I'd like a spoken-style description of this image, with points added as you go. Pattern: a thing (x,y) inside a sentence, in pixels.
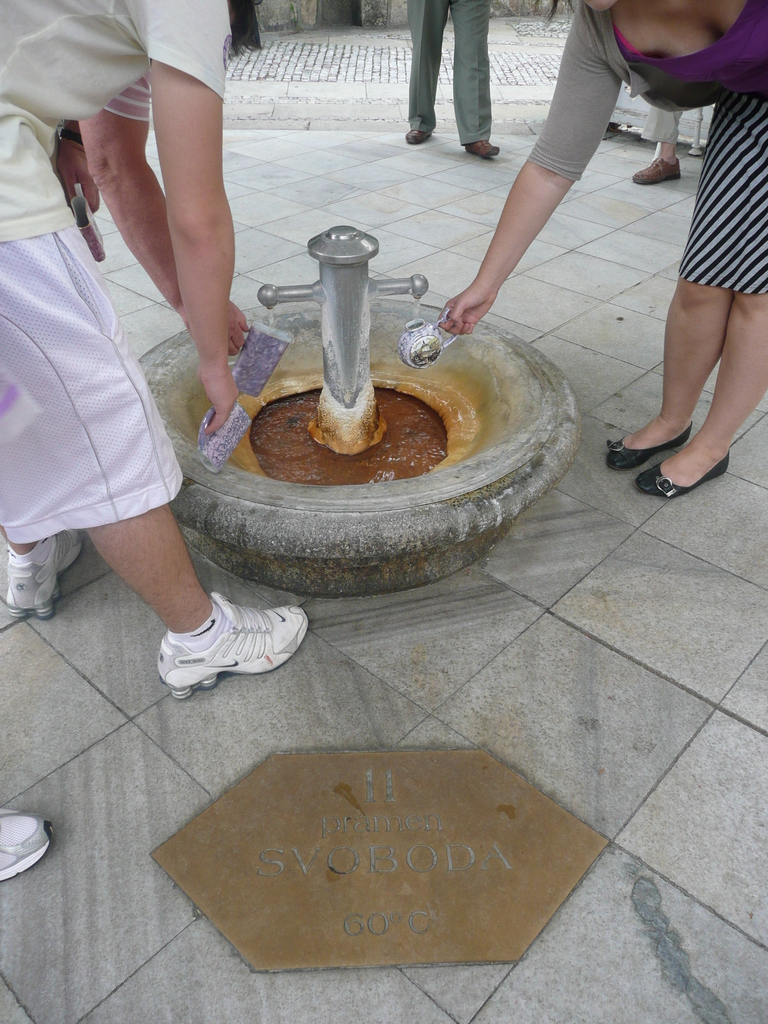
In this picture there are two taps (279,294) in the center of the image (343,377) and there is a tub (528,443) around it, there are people (83,308) those who are collecting water (401,395) from taps (335,250) and there are other people (427,11) in the background area of the image (663,154).
